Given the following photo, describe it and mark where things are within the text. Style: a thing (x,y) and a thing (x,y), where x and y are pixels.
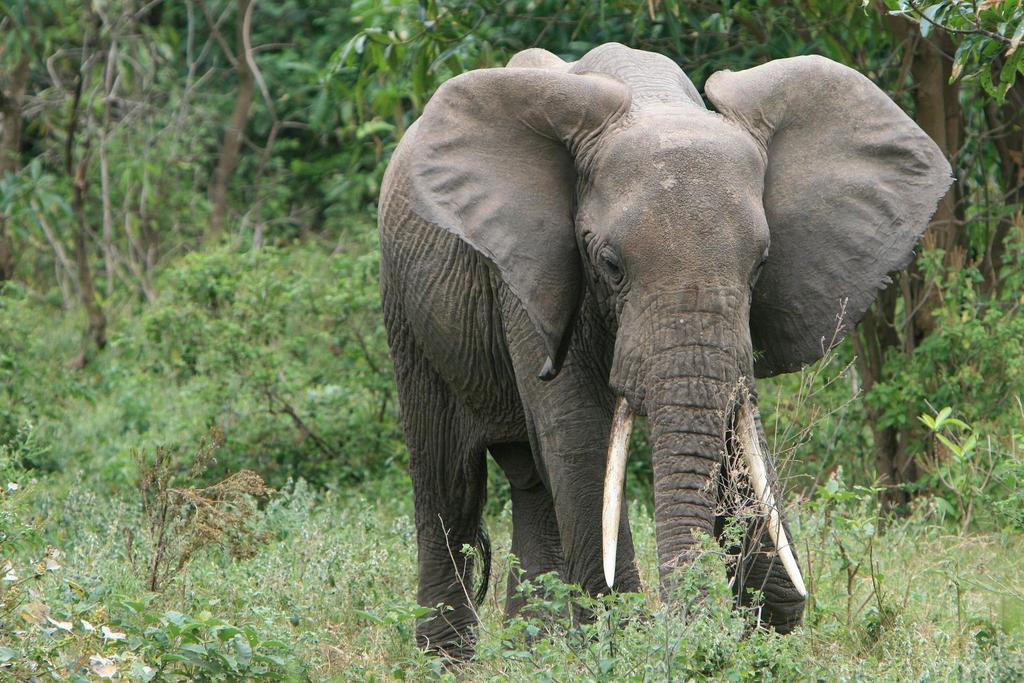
In this image we can see an elephant (471,385) standing on the ground (385,577). In the background (398,114) there are trees (312,106) and plants (269,517).
